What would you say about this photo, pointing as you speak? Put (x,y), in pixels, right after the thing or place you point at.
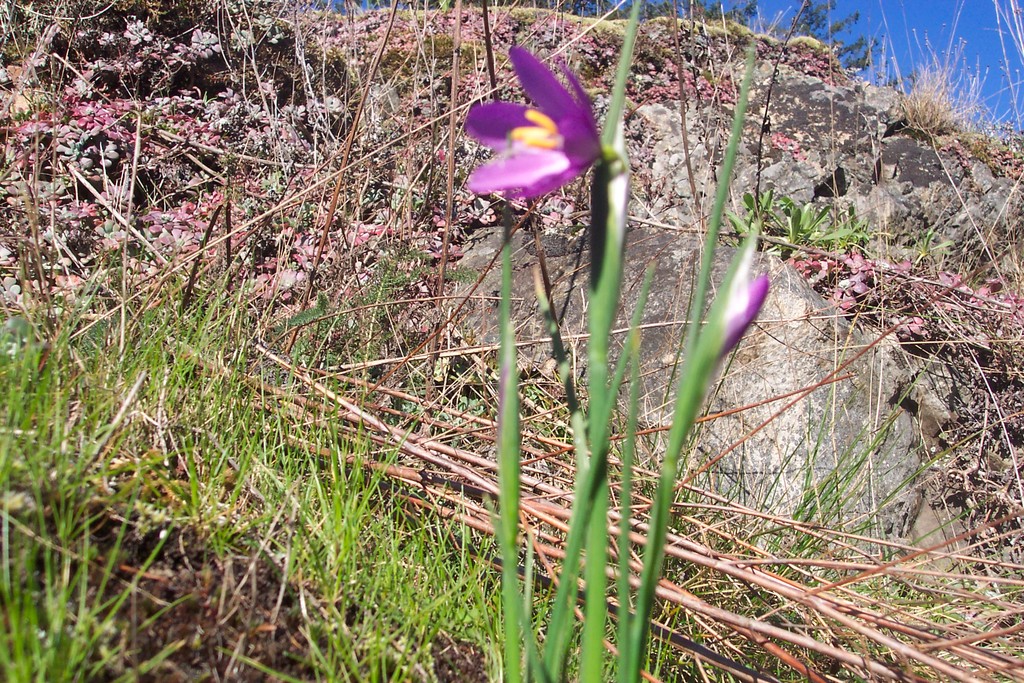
This picture is clicked outside. In the foreground (472,571) we can see the plants (594,229) and the grass (263,473). In the background (890,11) there is a sky (930,33) and the rocks (793,443).
